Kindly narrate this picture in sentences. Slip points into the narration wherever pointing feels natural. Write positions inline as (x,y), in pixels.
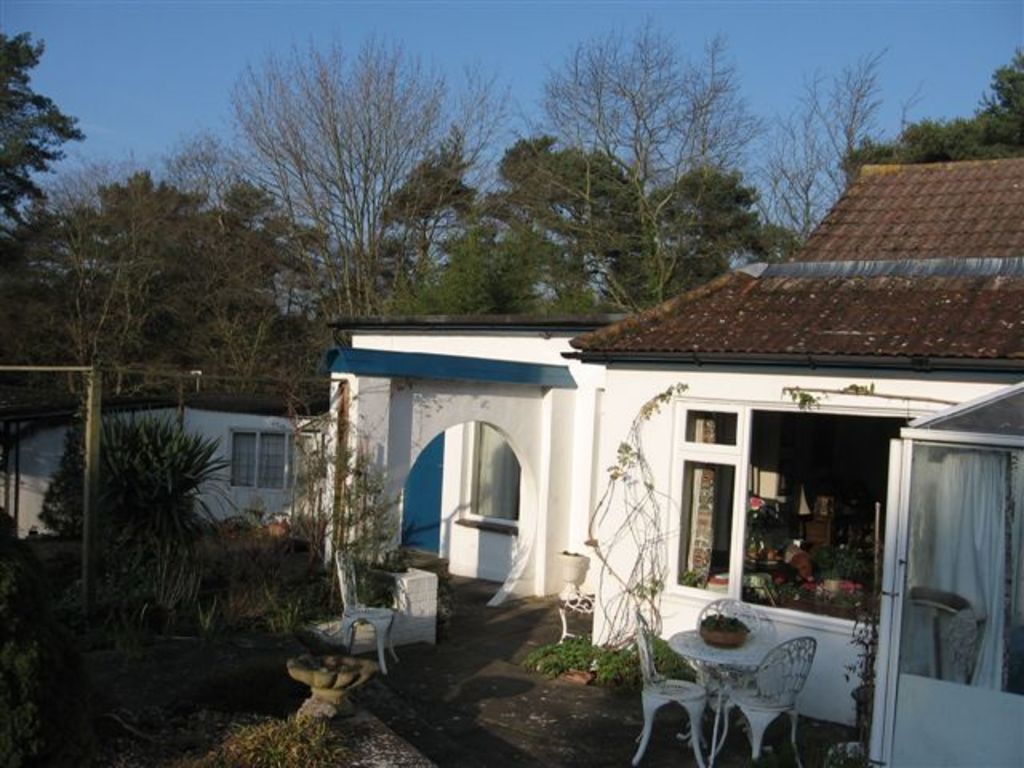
In this picture we can see few houses (687,406), trees (452,151) and a pole (87,506), at the bottom of the image (698,651) we can see a table (720,671) and few chairs (751,709), and also we can see few curtains (949,517) on the right side of the image (945,573).
